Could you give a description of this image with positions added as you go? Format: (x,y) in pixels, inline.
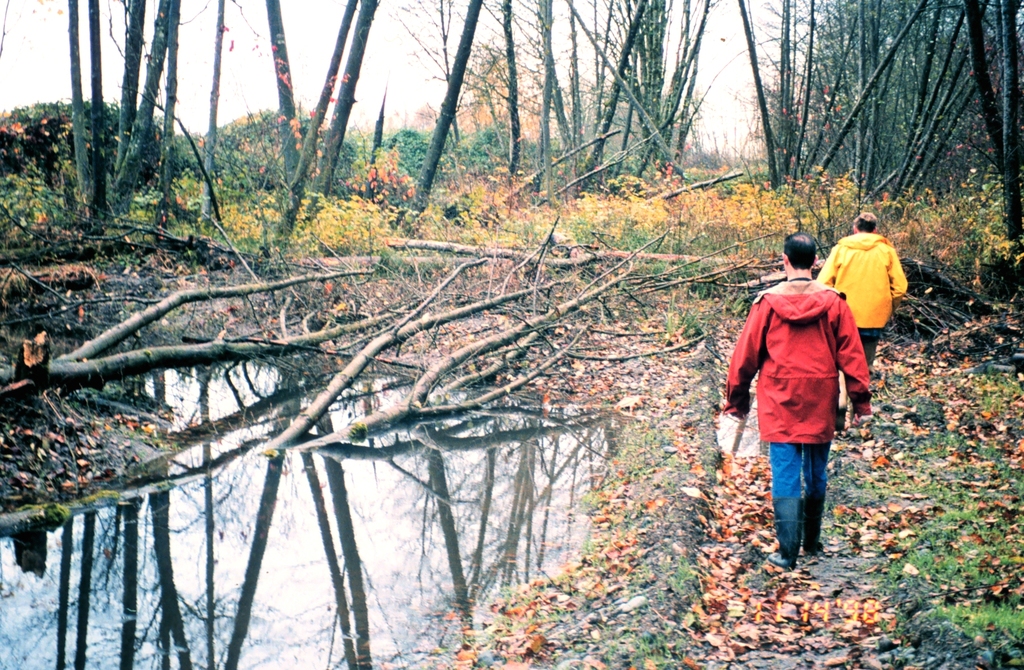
In this picture I can see two persons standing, there are leaves (712,616), plants (944,603), water (519,475), and there is a reflection (369,495) of trees (273,485) and sky (412,499).
